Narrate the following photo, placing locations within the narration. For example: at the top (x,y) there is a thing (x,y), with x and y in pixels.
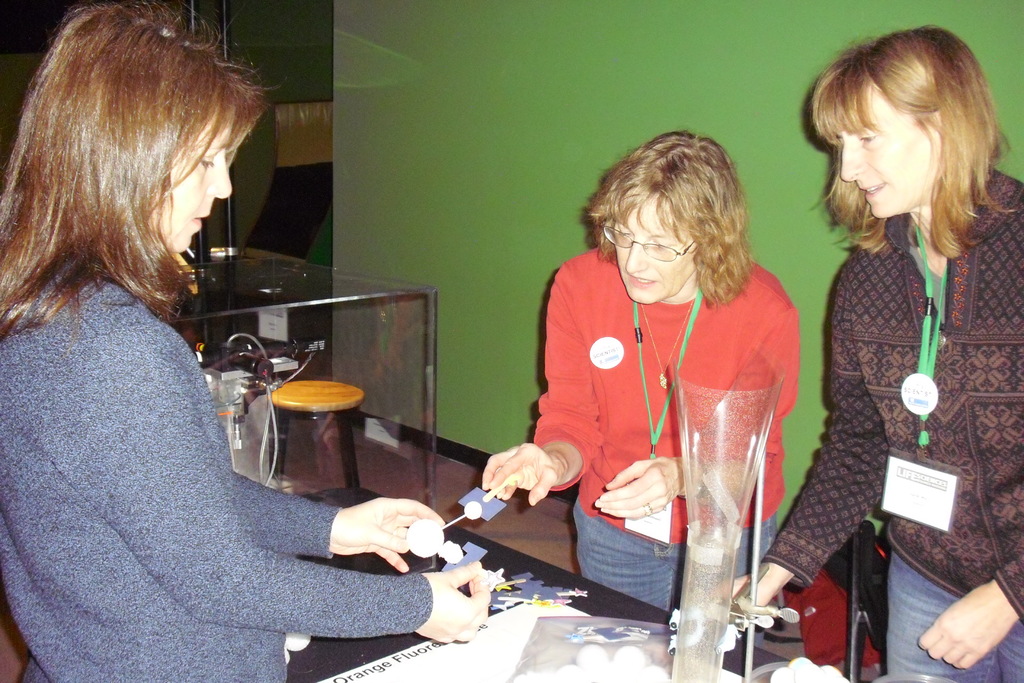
In this image there are persons (59,131) standing near the table (539,573) and at the back ground (492,36) there is chair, wall (419,200).
